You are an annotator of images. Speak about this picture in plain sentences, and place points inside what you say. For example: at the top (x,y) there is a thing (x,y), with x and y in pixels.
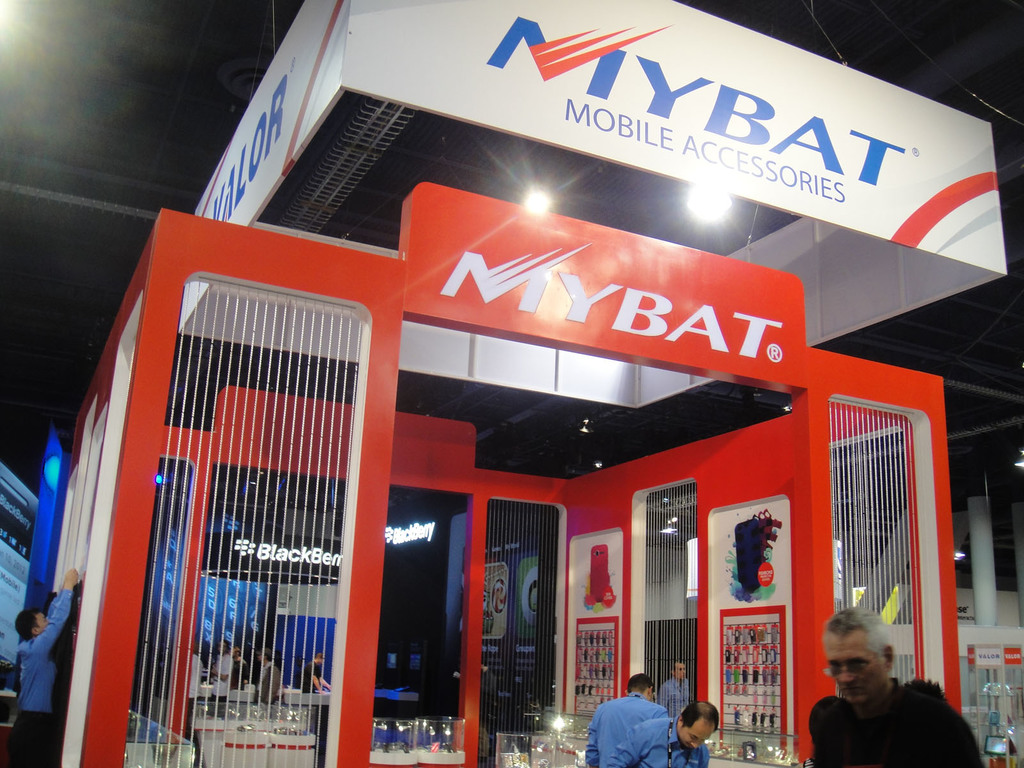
In this picture there are people (896,752) and we can see store (528,547), hoardings (609,332) and lights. In the background of the image (16,567) we can see pillars (1020,579), board (1,495) and lights (55,458).
